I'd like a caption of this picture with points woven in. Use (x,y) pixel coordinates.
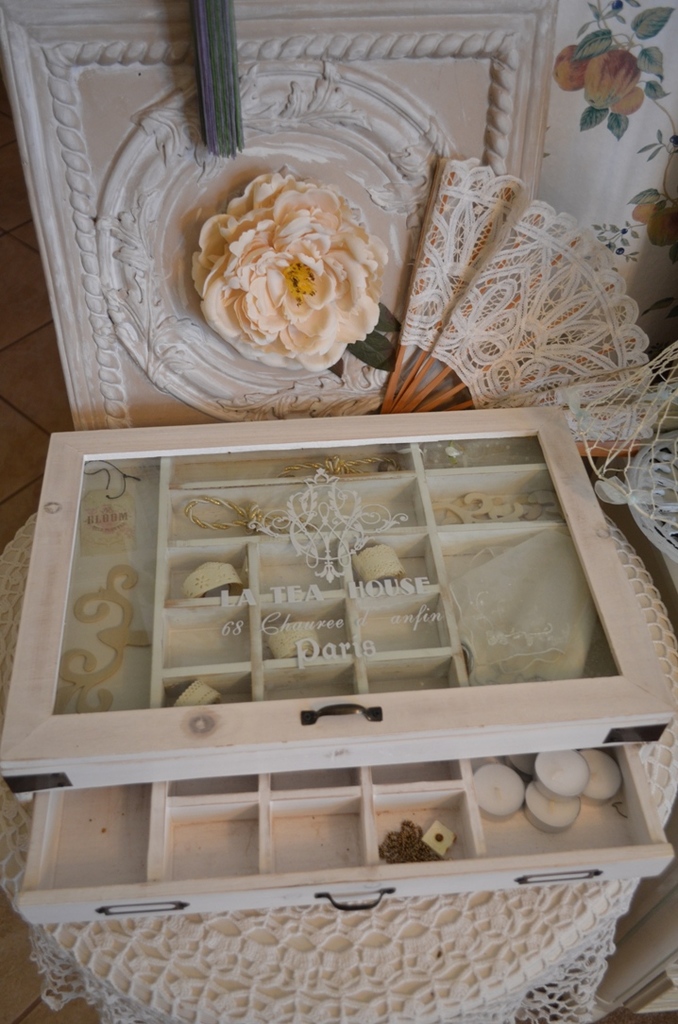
In this image we can see a box (439,555) with different compartments (252,857) and some candles (516,789) are placed in the box (533,846). In the background (258,237), we can see a cloth (484,236) and a flower (263,228).
